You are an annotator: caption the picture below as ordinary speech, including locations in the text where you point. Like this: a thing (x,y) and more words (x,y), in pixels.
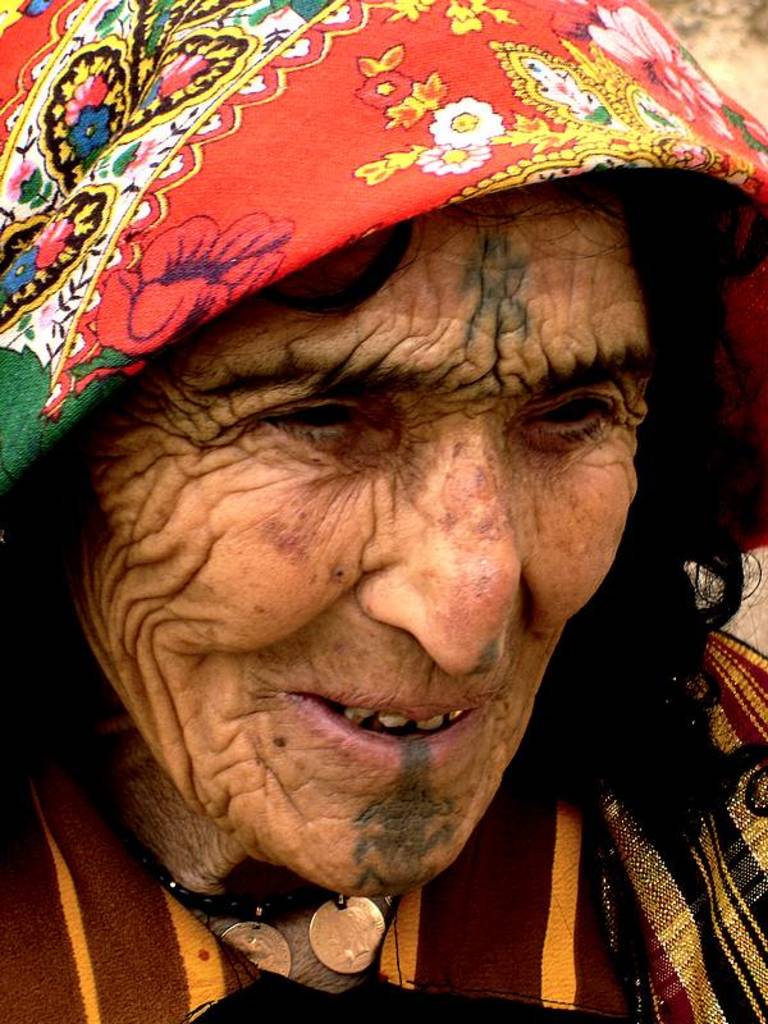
In the image we can see the old lady (567,698) wearing clothes (558,943) and neck chain (279,899).
